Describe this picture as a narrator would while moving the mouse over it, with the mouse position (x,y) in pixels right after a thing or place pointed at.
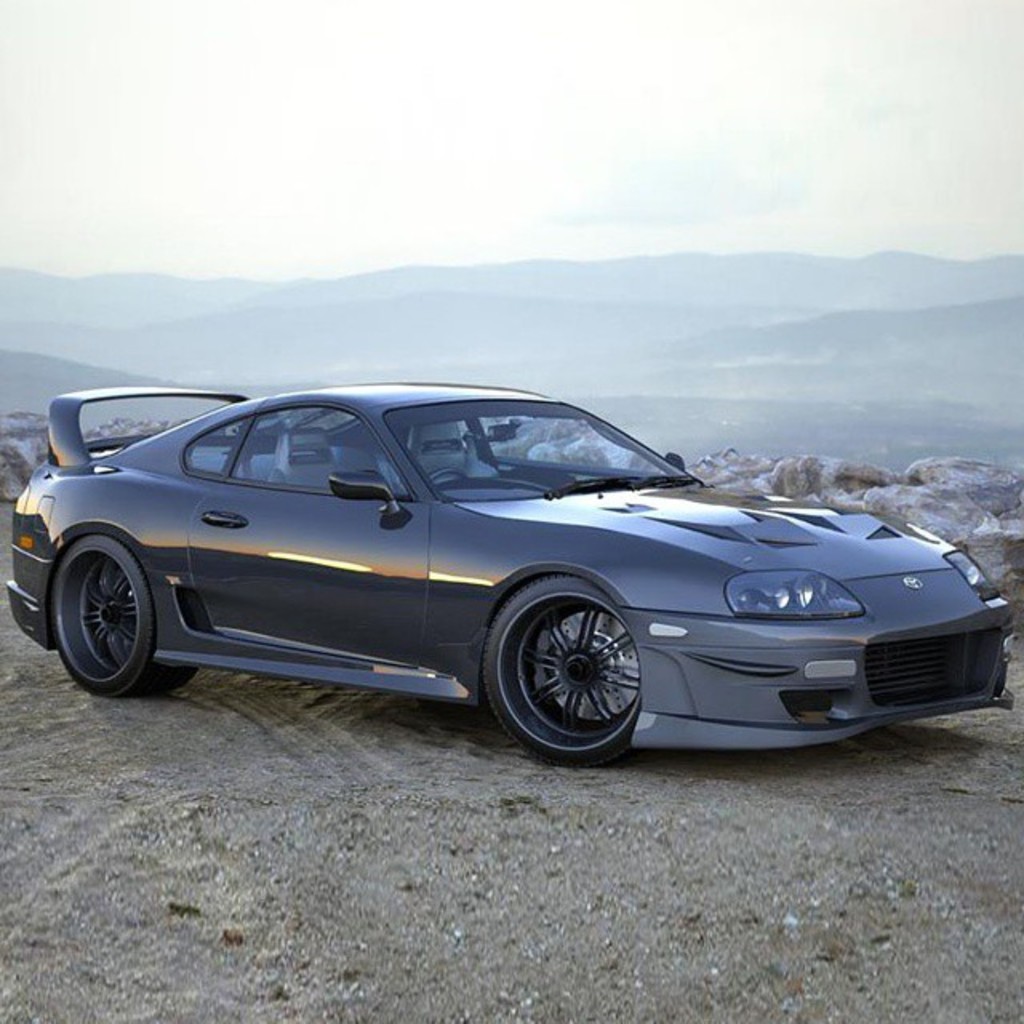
At the bottom of the image (201,779) there is ground (527,896). In the middle of the ground (607,936) there is a black car (524,464). Behind the car (524,464) there are rocks (978,495). And in the background (992,350) there are hills (699,369). At the top of the image (972,132) there is a sky (251,173).
